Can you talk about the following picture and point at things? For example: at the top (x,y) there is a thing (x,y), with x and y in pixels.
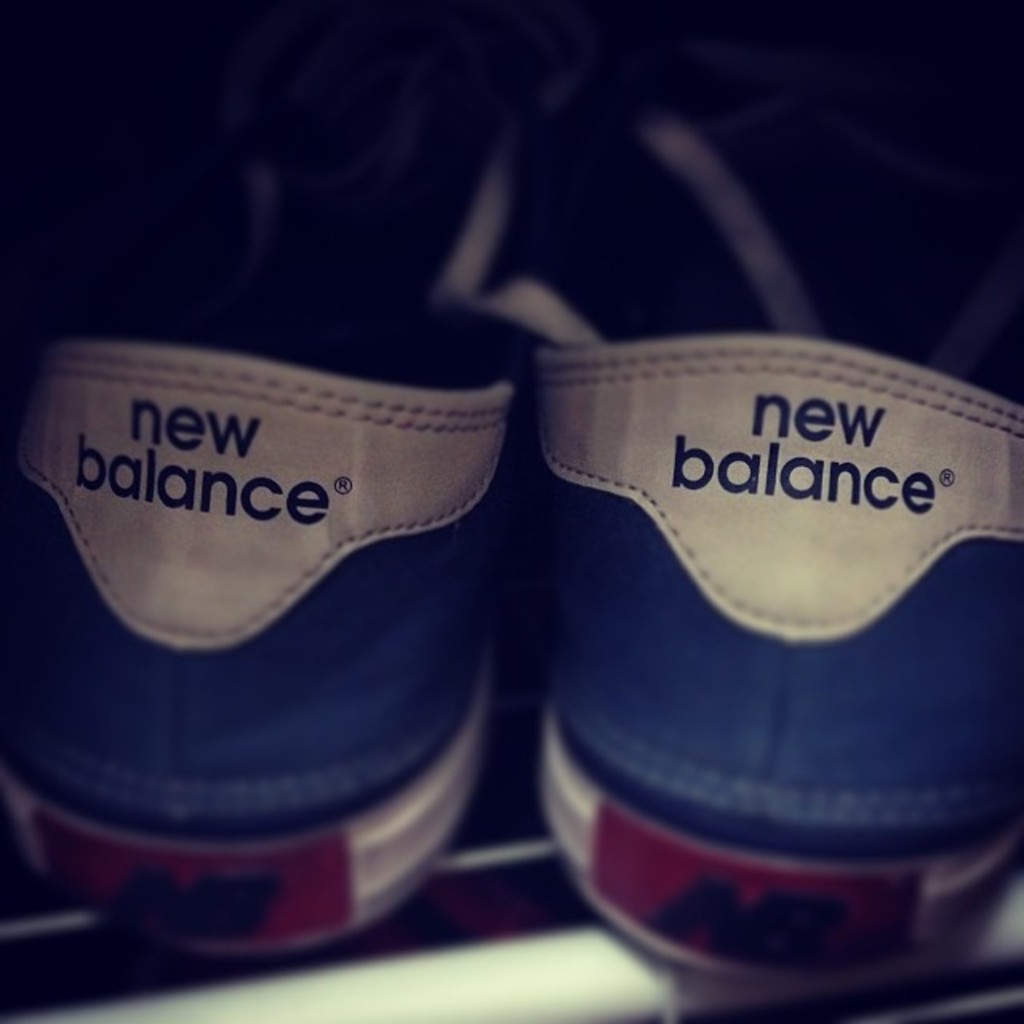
In this image we can see there is a pair of shoes (444,643) in the middle (645,679). On the shoes (579,509) there is some text (748,457).
